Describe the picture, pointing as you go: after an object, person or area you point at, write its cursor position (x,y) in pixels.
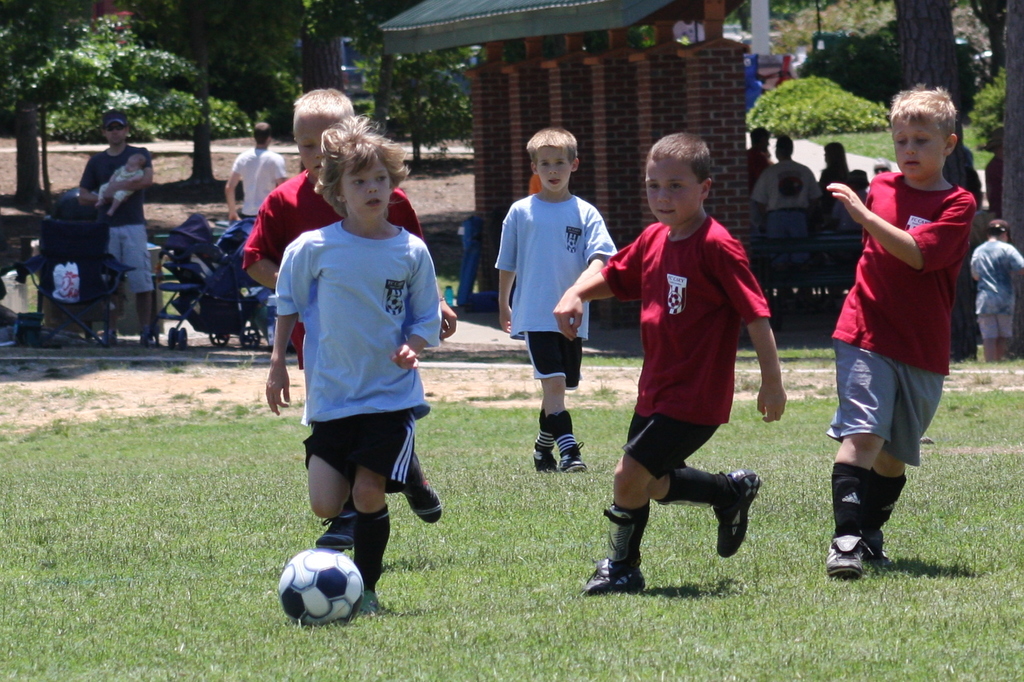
In this picture we can see children's (597,294) playing football on ground (544,483) and in background (129,201) person (100,154) holding baby (120,176) in his hand (142,179) and some more persons (788,149) standing, trees (148,40), sun shade (502,26), grass (878,138), path (480,321).
